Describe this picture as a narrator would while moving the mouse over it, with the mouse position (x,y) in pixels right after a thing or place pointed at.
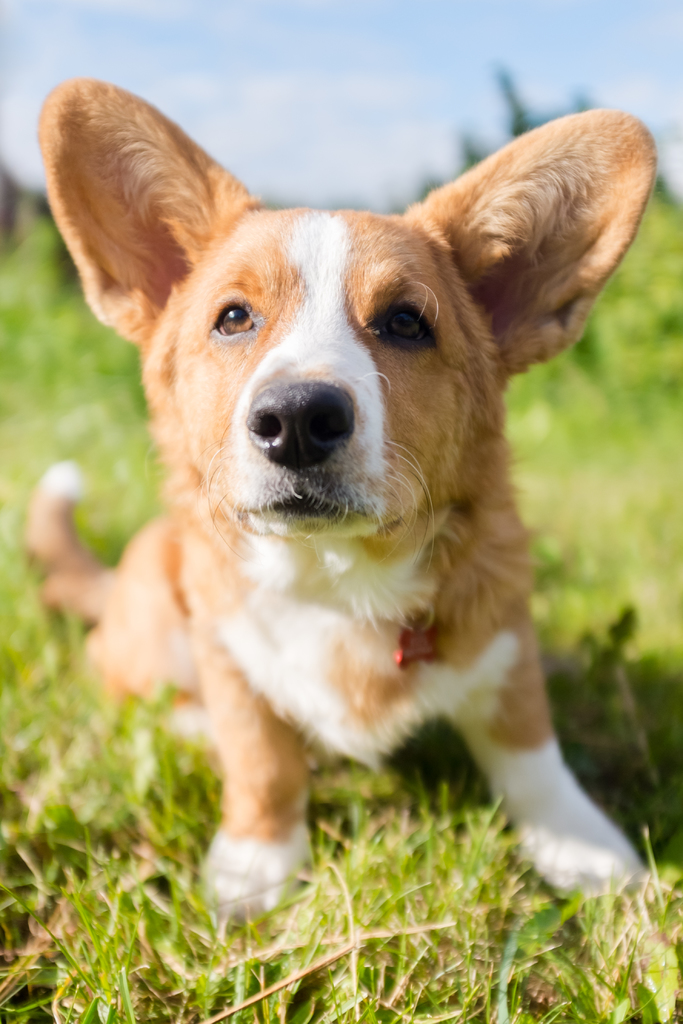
In this image in front (50,173) there is a dog (403,675) on the grass (427,907). In the background of the image (366,132) there is sky (355,72).
